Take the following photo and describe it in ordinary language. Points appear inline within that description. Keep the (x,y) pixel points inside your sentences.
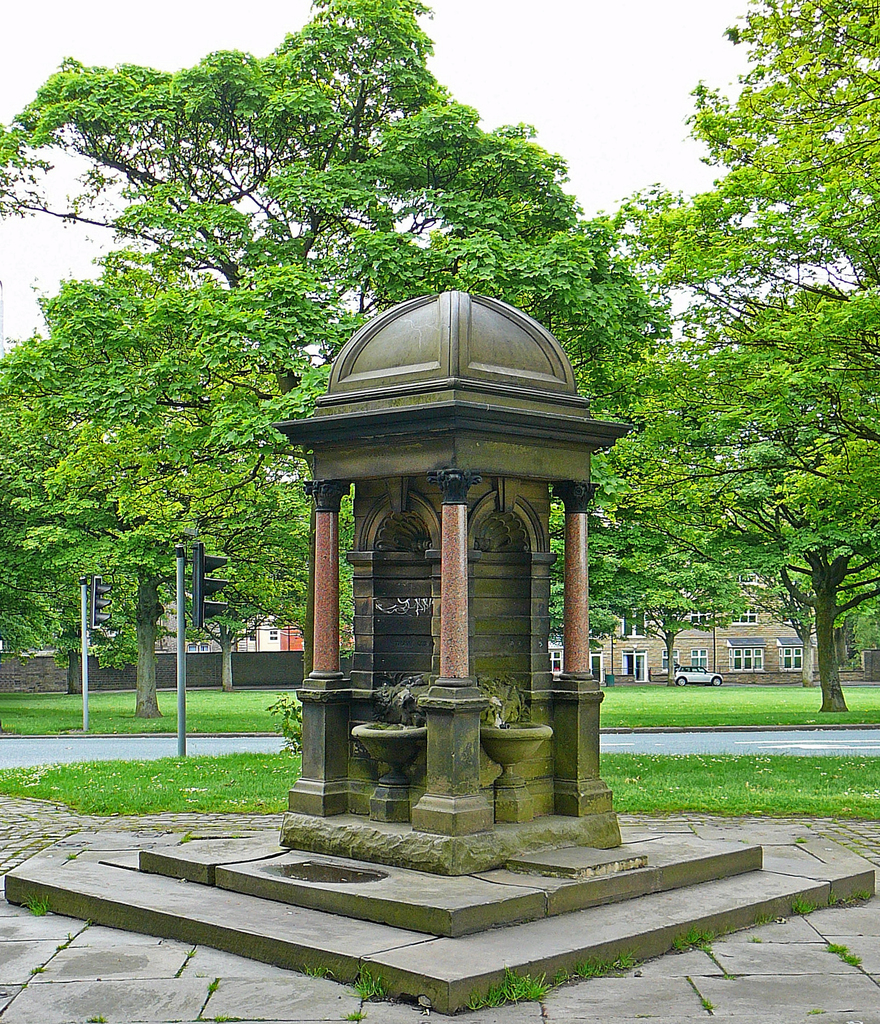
There is a structure (453,483) with pillars (585,572) on a platform (197,896). On the ground (259,725) there is grass (249,694). There are traffic signal poles (85,625). In the back (758,375) there are trees (647,403) and a building (648,649) with windows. Also there is a vehicle (703,676). In the background (96,20) there is sky (56,59).
